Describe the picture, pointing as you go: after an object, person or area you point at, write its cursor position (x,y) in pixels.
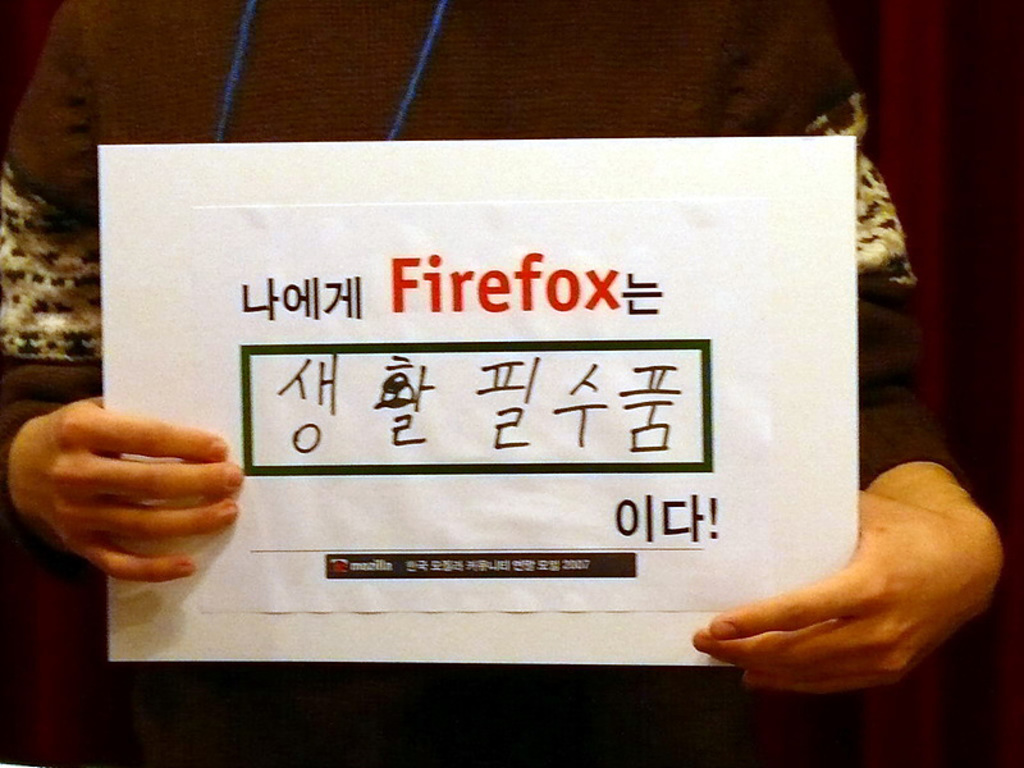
In the image in the center (583,306) we can see one person (16,158) standing and holding one banner (323,544). On the banner (586,453), it is written as "Firefox".
